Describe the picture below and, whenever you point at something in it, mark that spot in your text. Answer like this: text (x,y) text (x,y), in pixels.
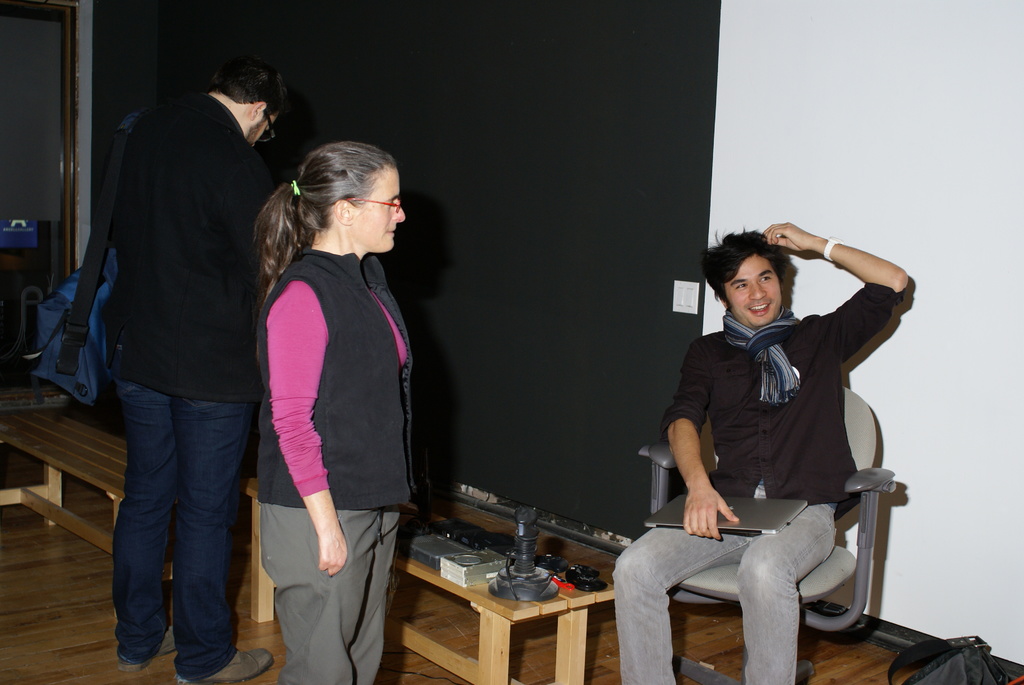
In this image I can see a woman (346,382) wearing spectacles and jacket (347,359) is standing. At the right side of the image (770,429) I can see a man (785,555) holding a laptop (764,520) and sitting on the chair (838,570). At the left side of the image (163,333) I can see another man (122,397) holding a bag (67,334) and standing. This is a bench (518,615) where some objects (484,570) are placed on it. This is a switch board (682,310) which is white in color. I can see another bag (973,655) at the right bottom corner of the image (958,666).
